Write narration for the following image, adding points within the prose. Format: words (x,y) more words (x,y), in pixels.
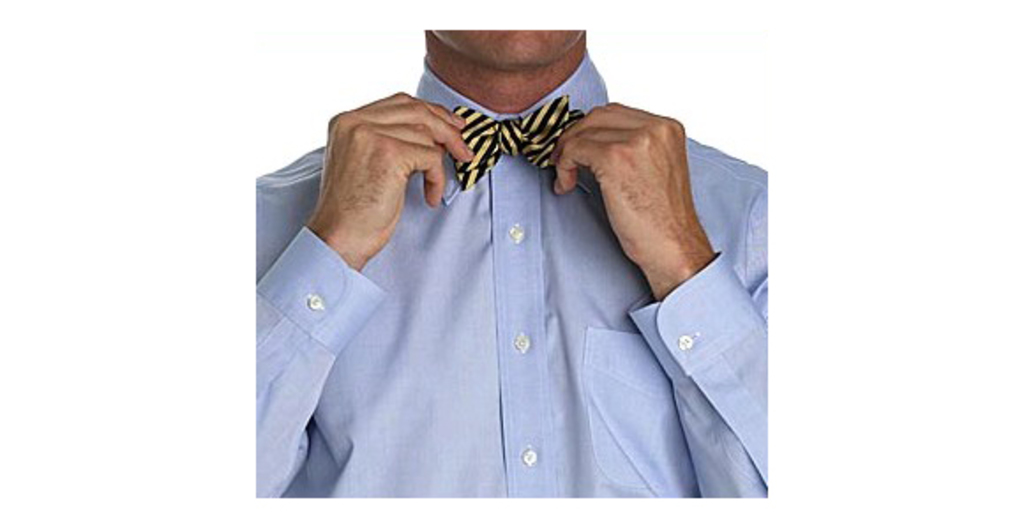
A man (686,182) is adjusting his bow tie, he wore a shirt (458,320).
